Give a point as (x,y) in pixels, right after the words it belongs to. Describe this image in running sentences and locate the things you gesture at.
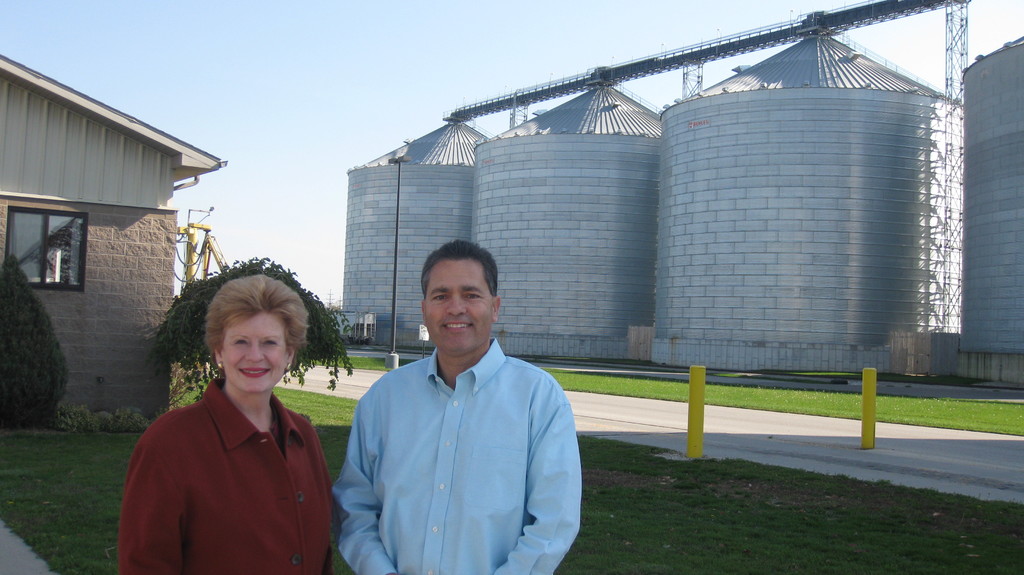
In this image we can see one house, four Silos (419,159), some objects (638,61) attached to the silos (413,331), some iron rods (958,72), two yellow rods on the road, one object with pole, one board (422,340) with pole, one object (357,322) near the silo (387,322), it looks like a wall (744,354) with two doors (928,367) near the silos (785,364), two objects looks like poles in the background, one yellow color object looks like a crane (179,232) near the house (110,352), two trees (52,363), some plants (113,413) and grass (51,531) on the ground (618,514). One woman (196,498) and one man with smiling faces (253,356) standing on the ground (879,414). In the background (307,54) there is the sky (897,39).
